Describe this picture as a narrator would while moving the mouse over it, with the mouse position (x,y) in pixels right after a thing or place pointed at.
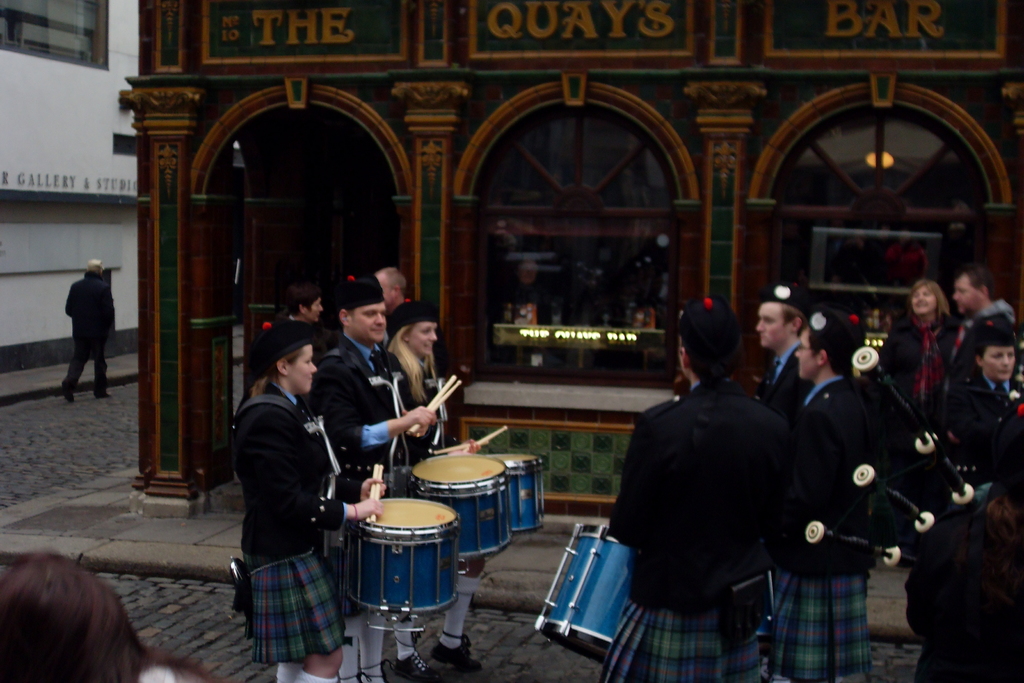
In this picture I can observe some people (635,580) playing drums (597,581). There are men (377,384) and women (299,454) in this picture. In the background (176,378) I can observe a building (512,106).
